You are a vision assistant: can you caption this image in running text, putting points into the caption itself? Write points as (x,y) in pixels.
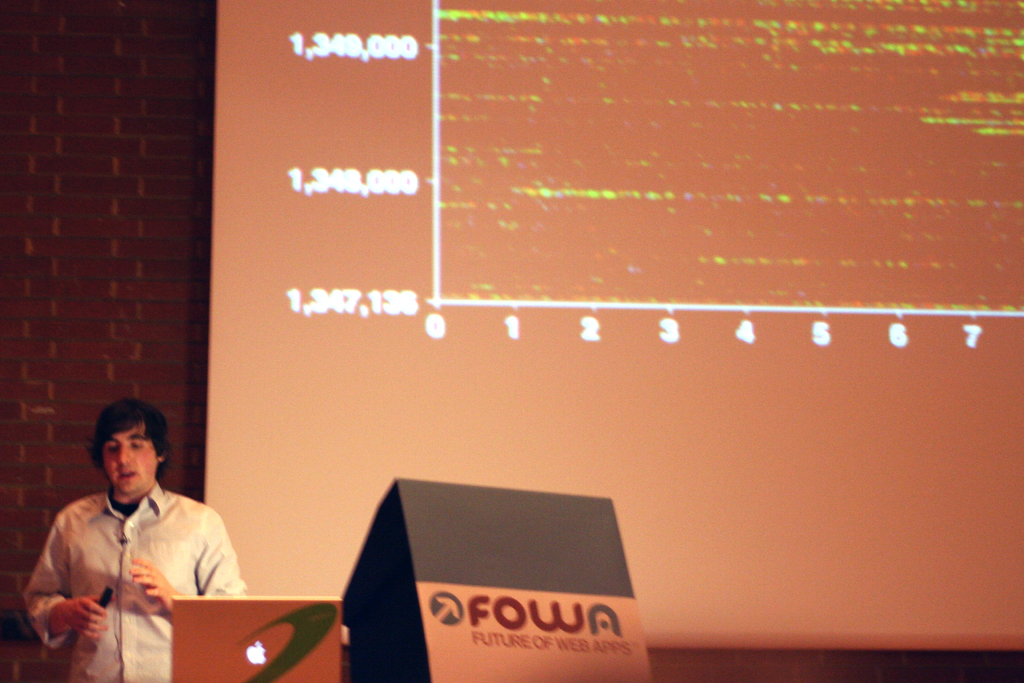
In this image there is one person (140,577) standing and holding a pen (101,599) at bottom left corner of this image (172,549) and there is one laptop (274,649) is at bottom of this image (263,665), and there is a screen (380,316) as we can see at right side of this image (717,220) and there is a wall (205,227) in the background (90,169).
